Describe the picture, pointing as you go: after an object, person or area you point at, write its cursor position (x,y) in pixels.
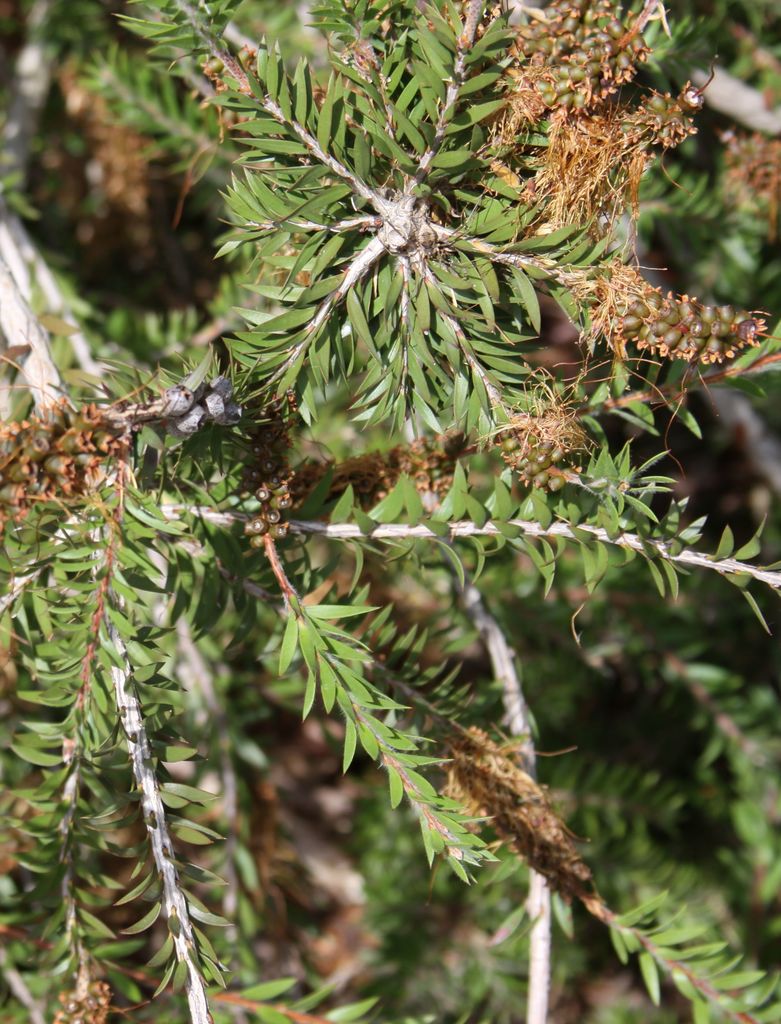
There is a tree (264,532) with some fruits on it.
